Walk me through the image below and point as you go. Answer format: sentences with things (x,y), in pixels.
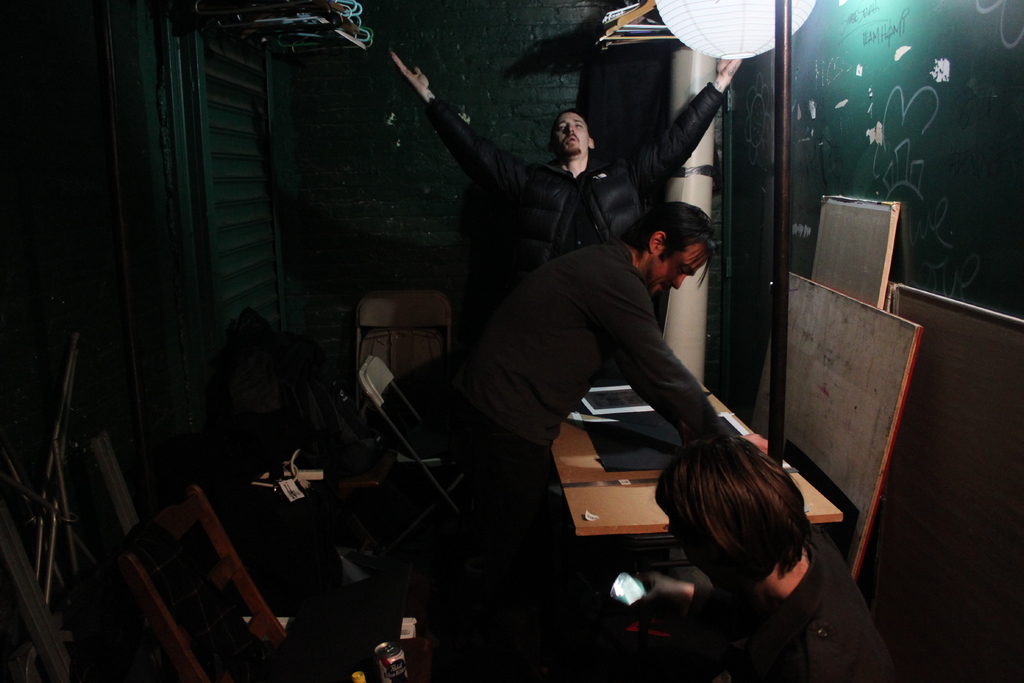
In this image I can see 3 people (618,268) in a room (432,27). There are chairs (379,371) on the left (216,532). There is a table (636,480) and boards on the right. There are papers (638,434) and a pole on the table (646,473). There are green walls (958,213) and a white ball lantern (737,26) is hanging.
